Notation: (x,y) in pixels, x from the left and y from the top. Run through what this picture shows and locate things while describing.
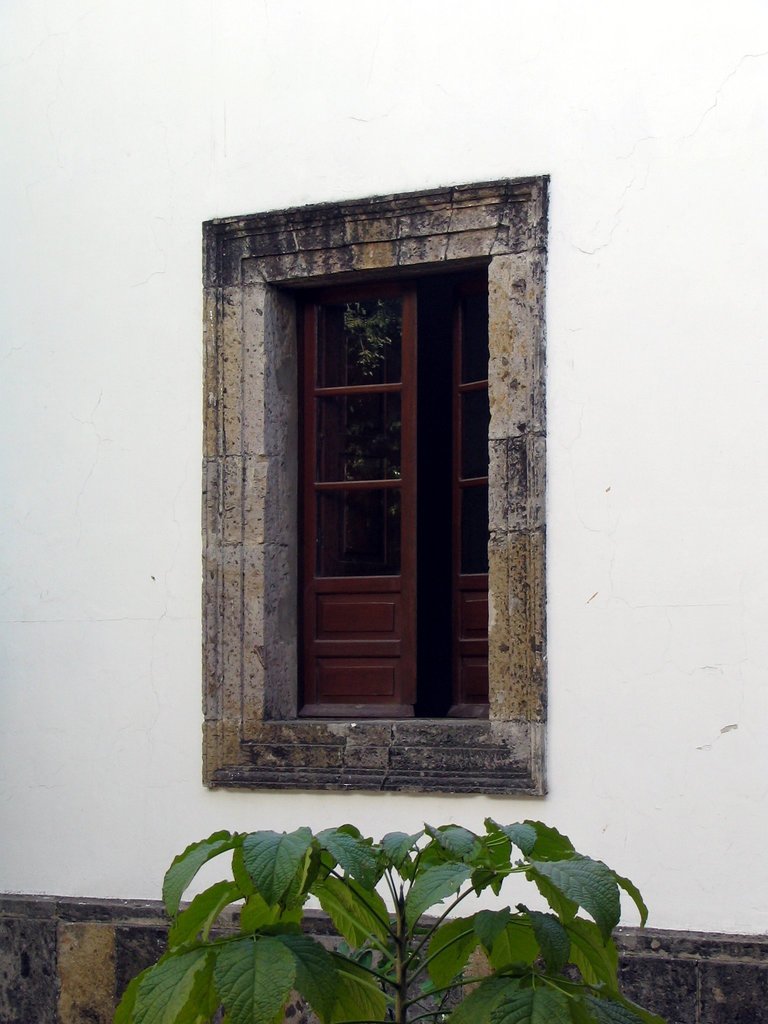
There are leaves (372,935) of a plant (372,935) at the bottom of this image (268,861). We can see a window (351,722) and a wall (247,96) in the middle of this image (356,582).
